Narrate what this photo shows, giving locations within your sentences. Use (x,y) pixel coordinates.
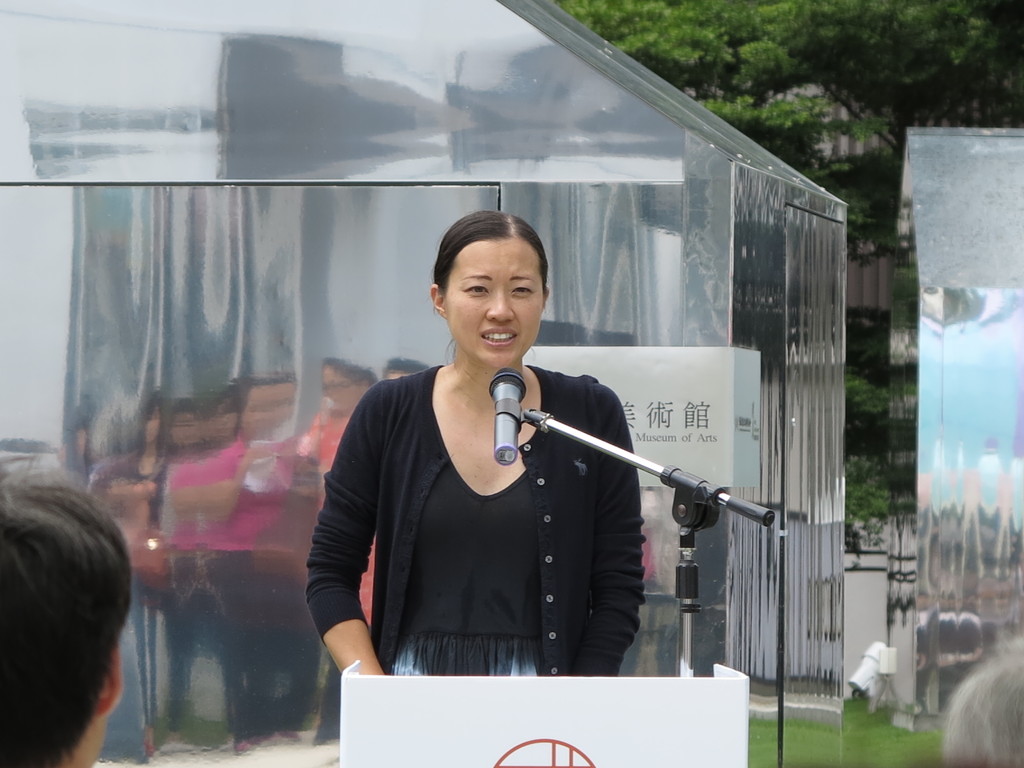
At the bottom left side of the image (40,597) we can see one human head (87,620). In the center of the image (478,484) we can see one woman (548,551) standing and she is smiling. In front of her, we can see one stand (351,743) and one microphone (514,425). At the bottom right side of the image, we can see one white color object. In the background (943,52) we can see trees (861,311), sheds (895,567), grass (868,725), one banner (699,394) and a few other objects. On the shed (293,349), we can see the reflection (282,594) of a few people (252,580). On the banner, we can see some text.
